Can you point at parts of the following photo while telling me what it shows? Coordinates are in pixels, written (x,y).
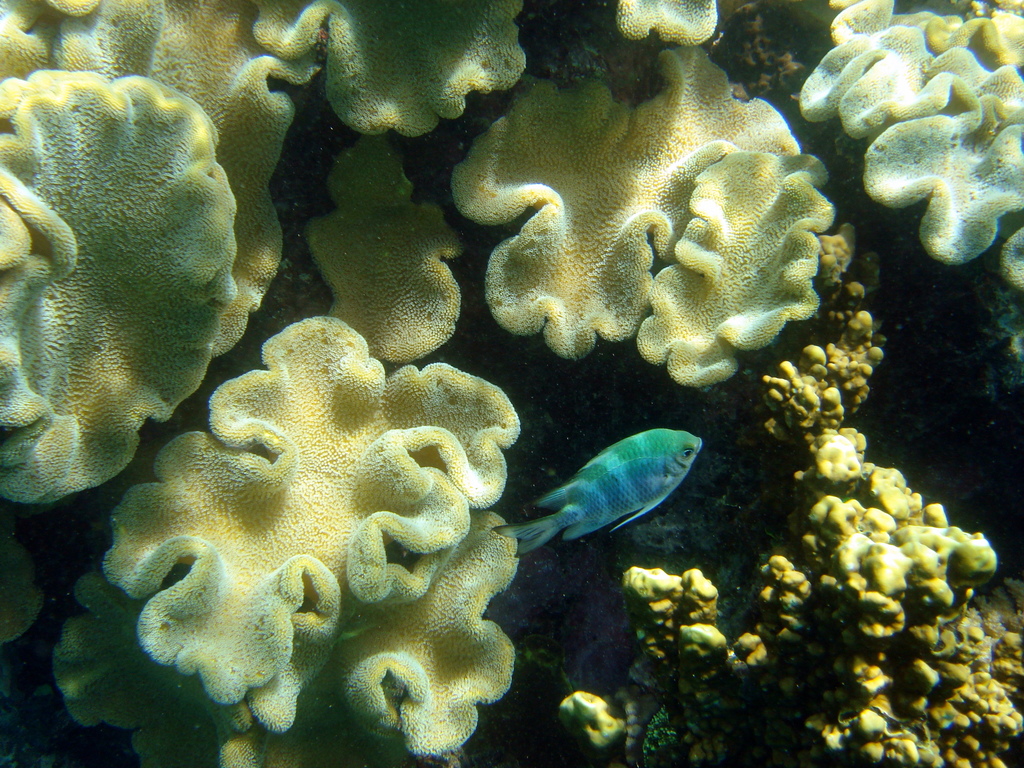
In this image, we can see a fish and there are some wild plants (377,460).
